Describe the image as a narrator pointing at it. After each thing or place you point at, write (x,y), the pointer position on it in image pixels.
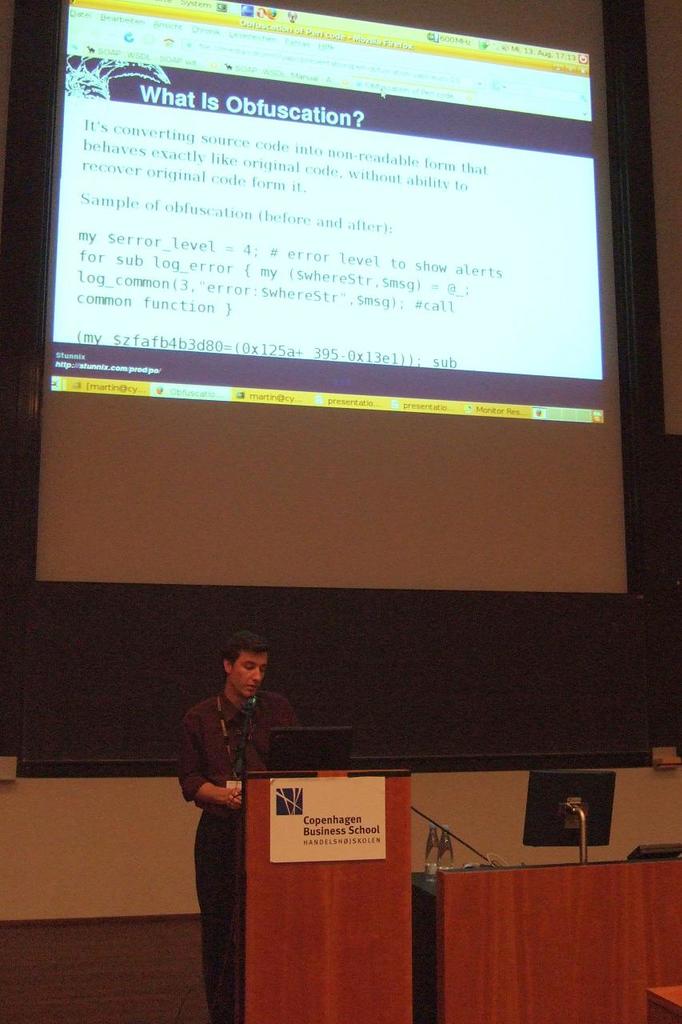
In the image there is a person (247,759) standing in front of a table (299,777) and giving a seminar. Beside him there is another table (498,891), on that there is a monitor (553,823) and two bottles (451,840), behind the person (262,740) there is a projector screen (213,85) and something is being displayed on that screen (161,110) and there is a gadget (279,740) in front of the man (218,765).
